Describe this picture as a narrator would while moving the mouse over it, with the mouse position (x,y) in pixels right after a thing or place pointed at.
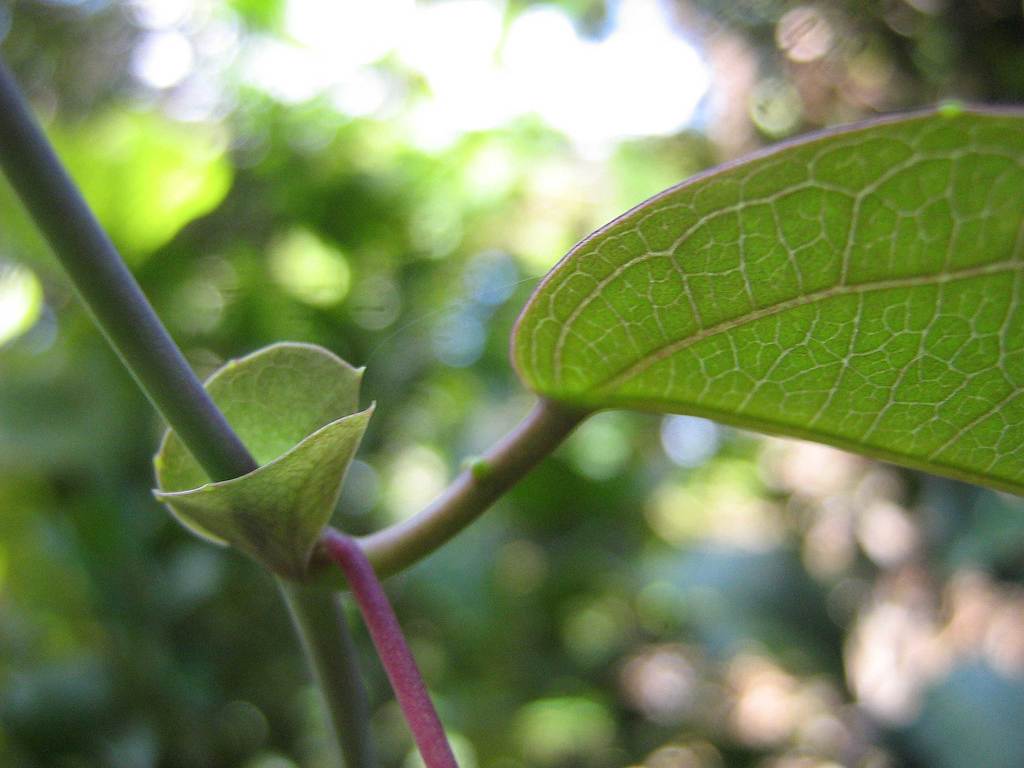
In the foreground of the image (197,405) there are leaves (271,345) and stem (229,438). The background of the image (345,188) is blurred.
